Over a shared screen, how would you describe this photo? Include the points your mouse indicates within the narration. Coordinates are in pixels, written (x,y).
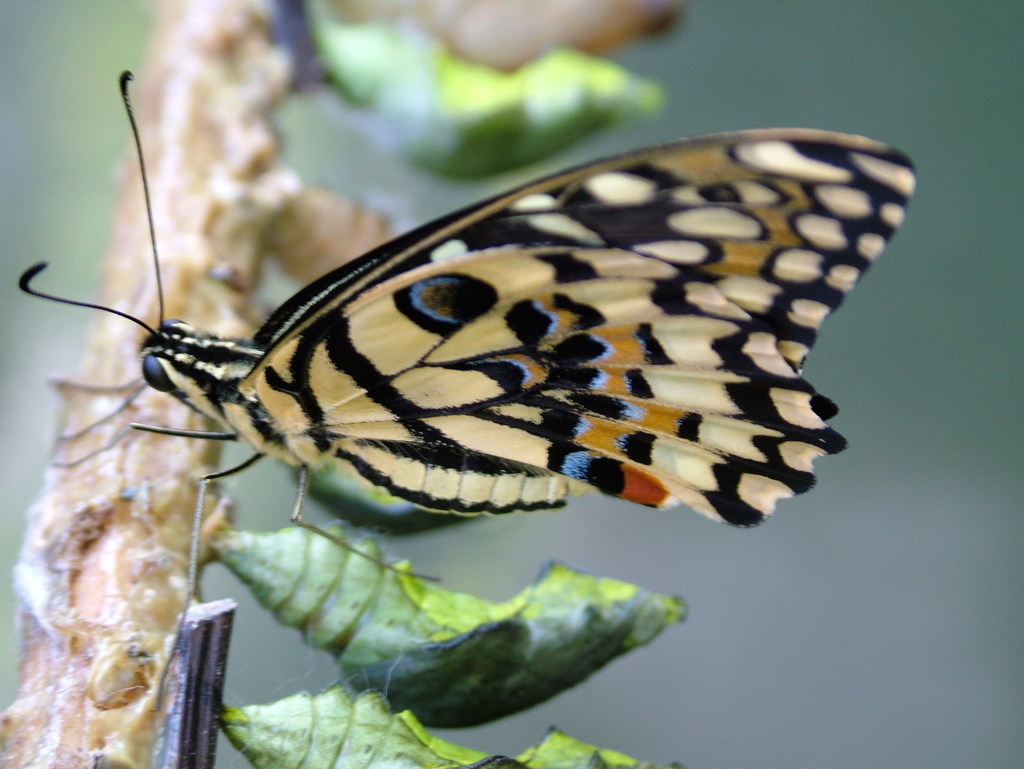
In this image we can see a butterfly (286,395) and some cocoons (289,563) on the branch (220,99) of a tree (147,443).
